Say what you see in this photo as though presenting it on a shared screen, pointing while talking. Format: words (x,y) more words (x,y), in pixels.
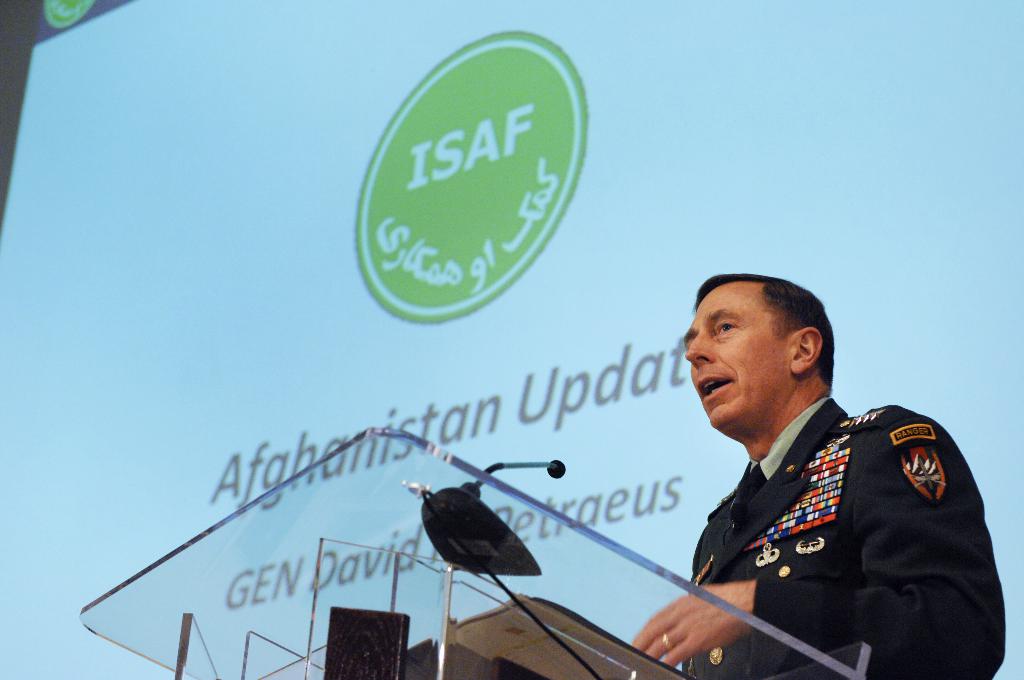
In this image there is a podium (551,565), on that podium (522,585) there is a mike (486,532) and a book (601,667), behind the podium (788,637) there is a person (779,522) standing, in the background (45,315) there is a screen (923,139), on that screen (655,325) there is some text (528,377) and a logo (438,229).
